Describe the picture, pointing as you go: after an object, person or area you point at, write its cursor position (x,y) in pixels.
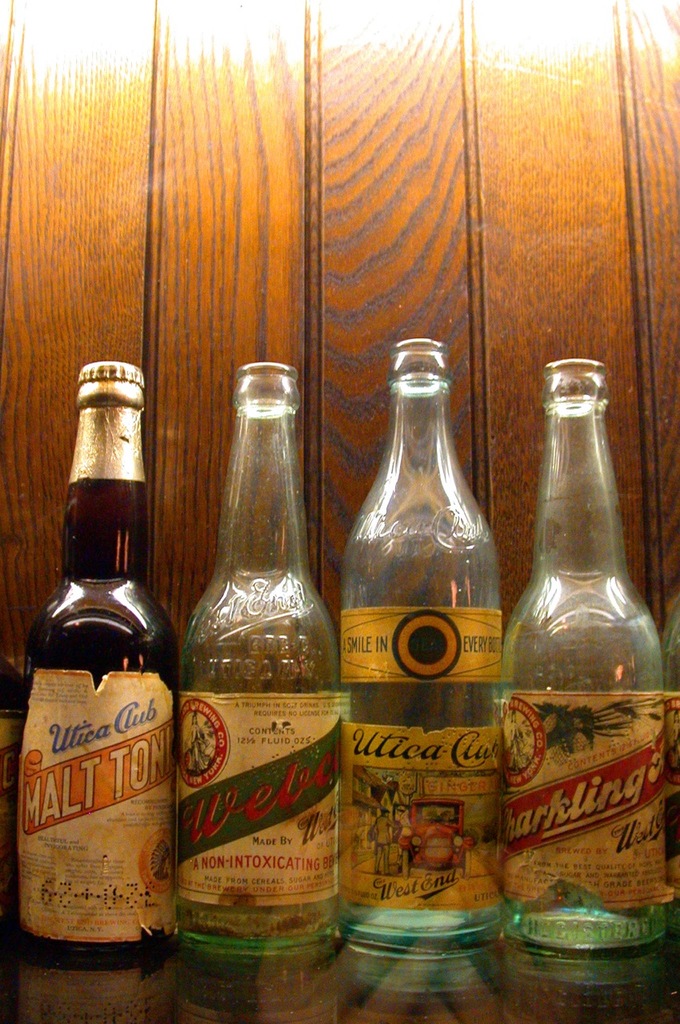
In this picture we can see four bottles (409,663) with stickers (348,669) to it and in background (128,316) we can see wooden wall (374,171).
